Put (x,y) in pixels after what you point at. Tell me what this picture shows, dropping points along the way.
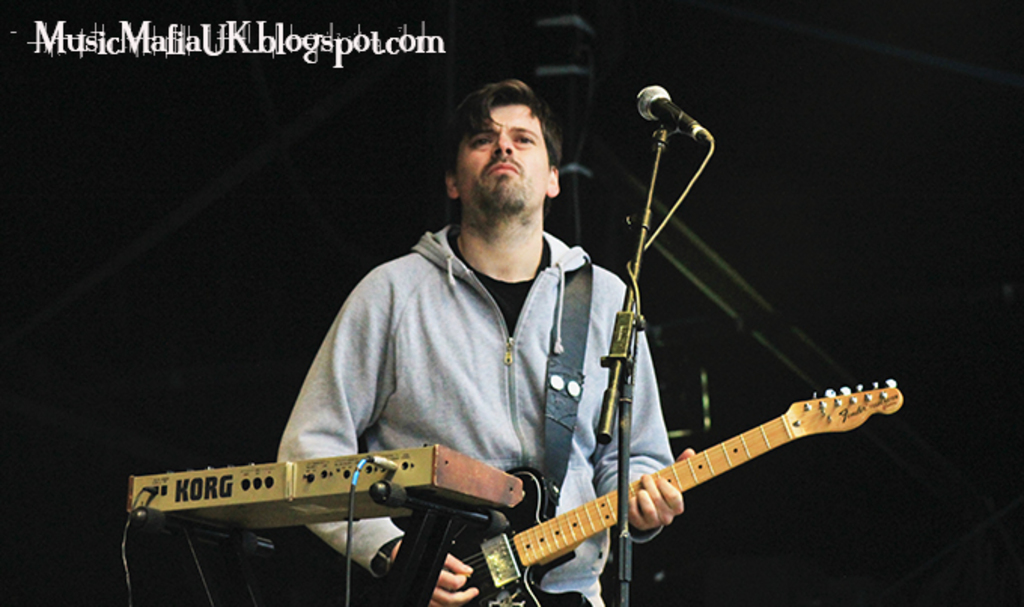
In this image there is a man (540,367) standing on the stage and playing guitar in front of a microphone stand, beside that there is a keyboard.
